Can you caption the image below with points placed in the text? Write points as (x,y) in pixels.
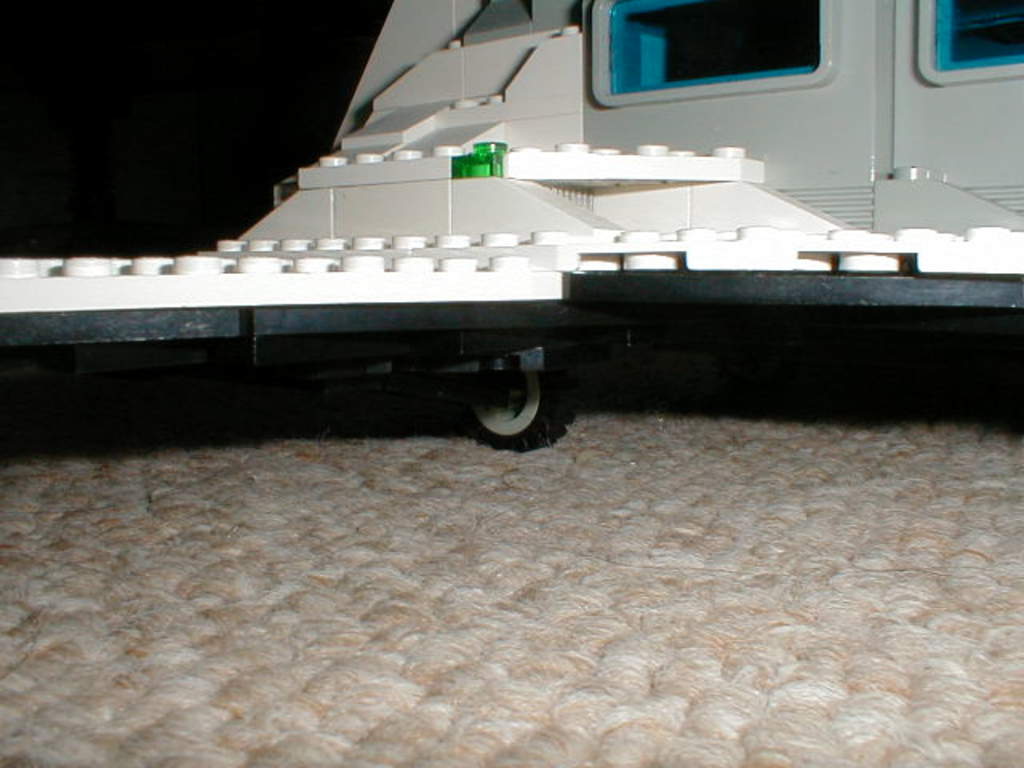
In this image there is an object (564,196) towards the top of the image (559,134) that looks like a vehicle (553,243), there is an object (298,626) towards the bottom of the image (583,686) that looks like a mat (564,532), the background of the image (207,51) is dark.
